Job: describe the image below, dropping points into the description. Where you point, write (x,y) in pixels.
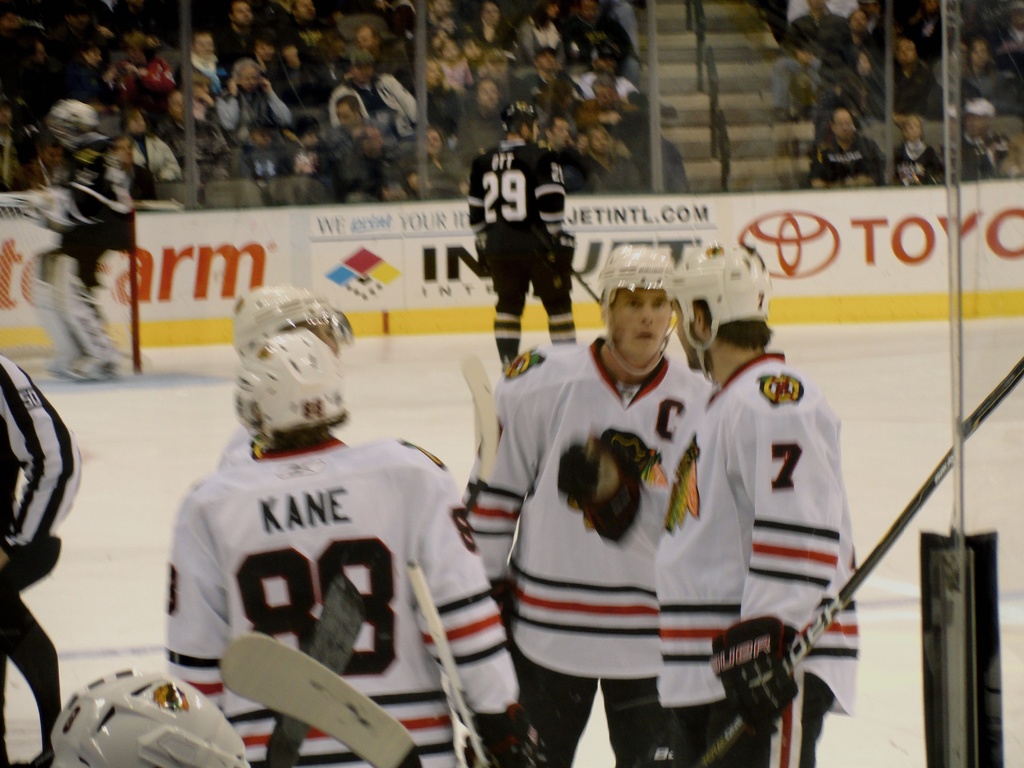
In this image in the front (415,498) there are persons (582,552) standing. In the background (527,228) there are persons (518,200) standing and sitting and there is a board (596,225) with some text (684,218) written on it and in the front (745,614) there is a man (760,611) standing and holding a stick (786,658) in his hand (761,659). On the right side (983,464) there is a glass (997,503).
